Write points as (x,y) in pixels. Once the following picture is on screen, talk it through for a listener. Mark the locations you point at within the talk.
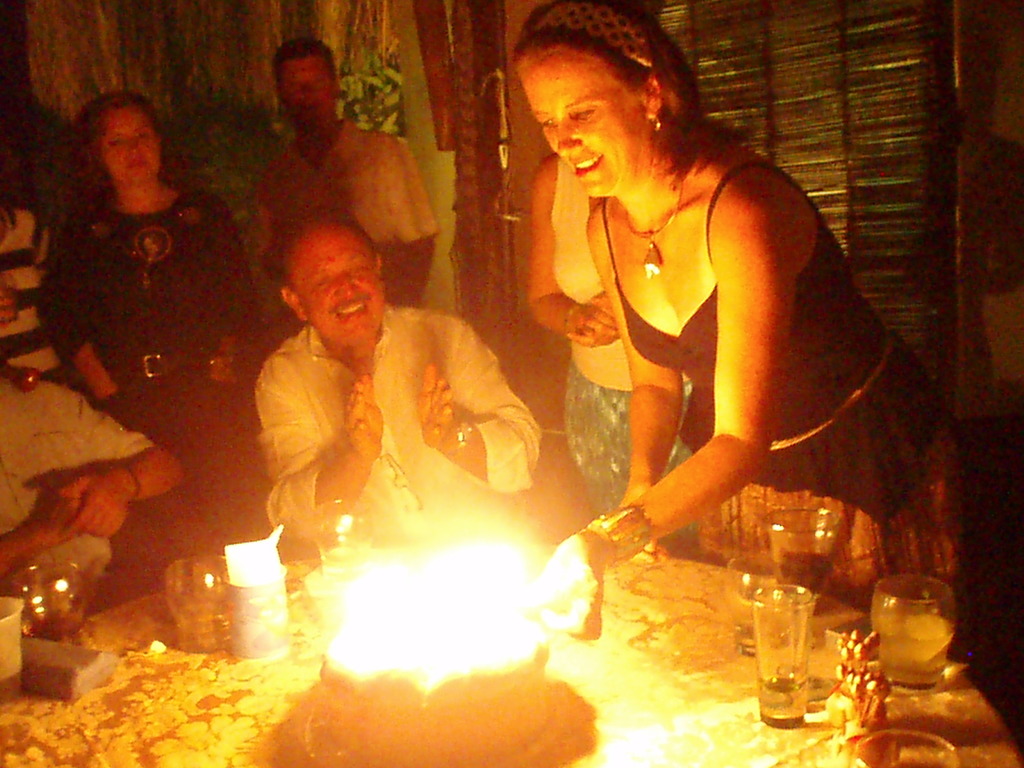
Here in this picture we can see some people (378,335) sitting and standing over a place (551,432) and in front of them we can see a table (166,734), on which we can see glasses (790,655) and cake (481,716) with candles (414,612) that are lighted present on it and the woman (739,352) in the right side (741,355) is putting candles (446,640) on the cake (387,691) and we can see all of them are smiling and behind them we can see window flaps (850,22) present.
